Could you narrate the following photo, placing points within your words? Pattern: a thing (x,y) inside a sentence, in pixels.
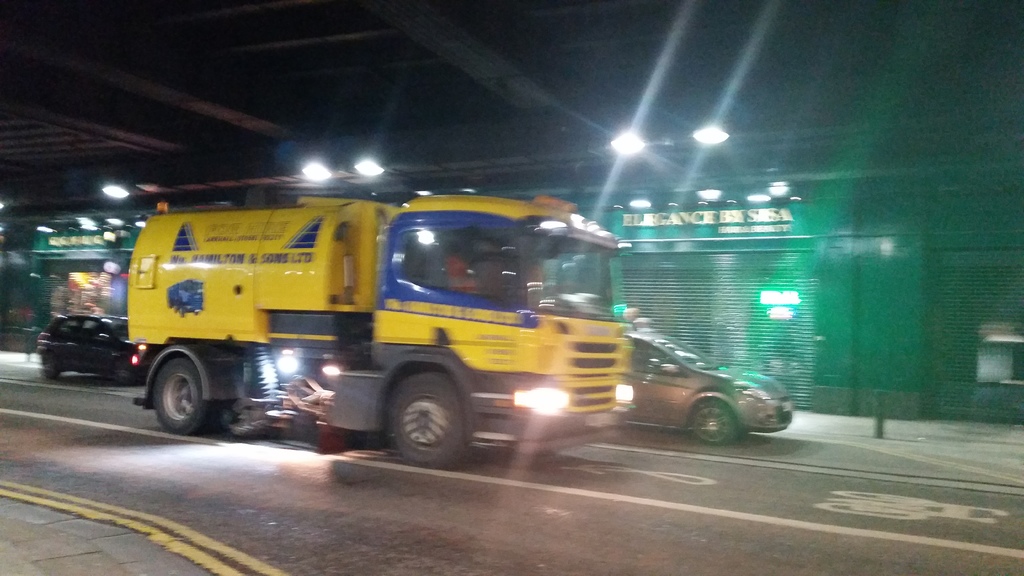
In this picture I can see the vehicles (359,351) on the road (470,511). I can see light arrangements (322,177) on the roof (473,122). I can see the rolling shutters (683,259).
